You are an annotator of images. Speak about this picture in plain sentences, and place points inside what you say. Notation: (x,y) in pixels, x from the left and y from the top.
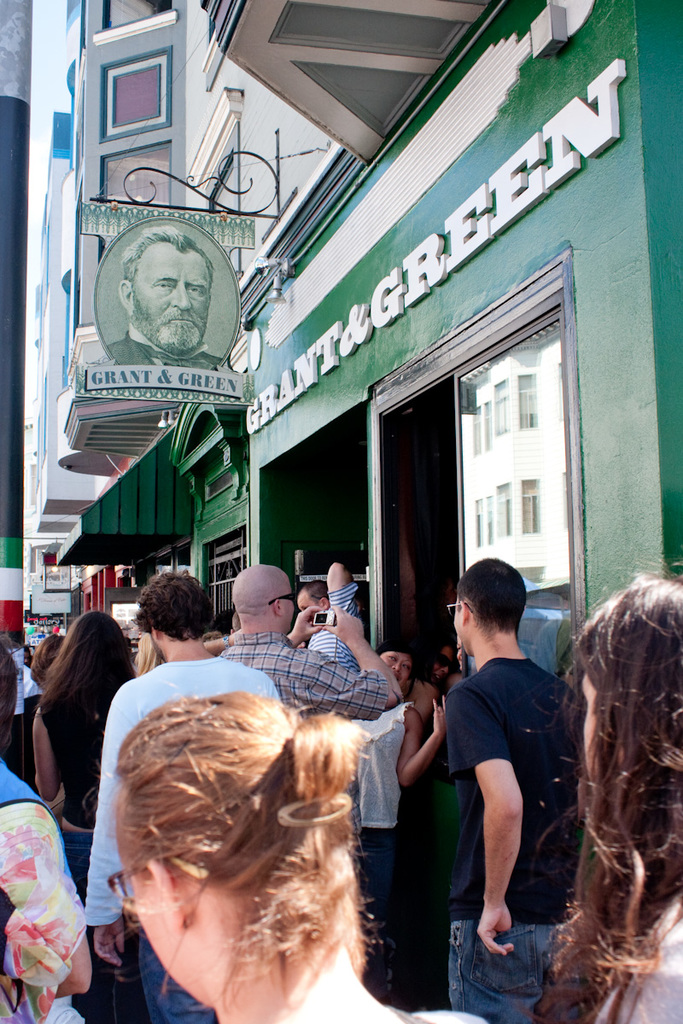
In the image it looks like there is some store (402,228) and above the store (385,230) there is a building (177,199), there are many people (373,743) standing outside the store (375,599) and there is a pole (7,67) on the left side (19,311).
